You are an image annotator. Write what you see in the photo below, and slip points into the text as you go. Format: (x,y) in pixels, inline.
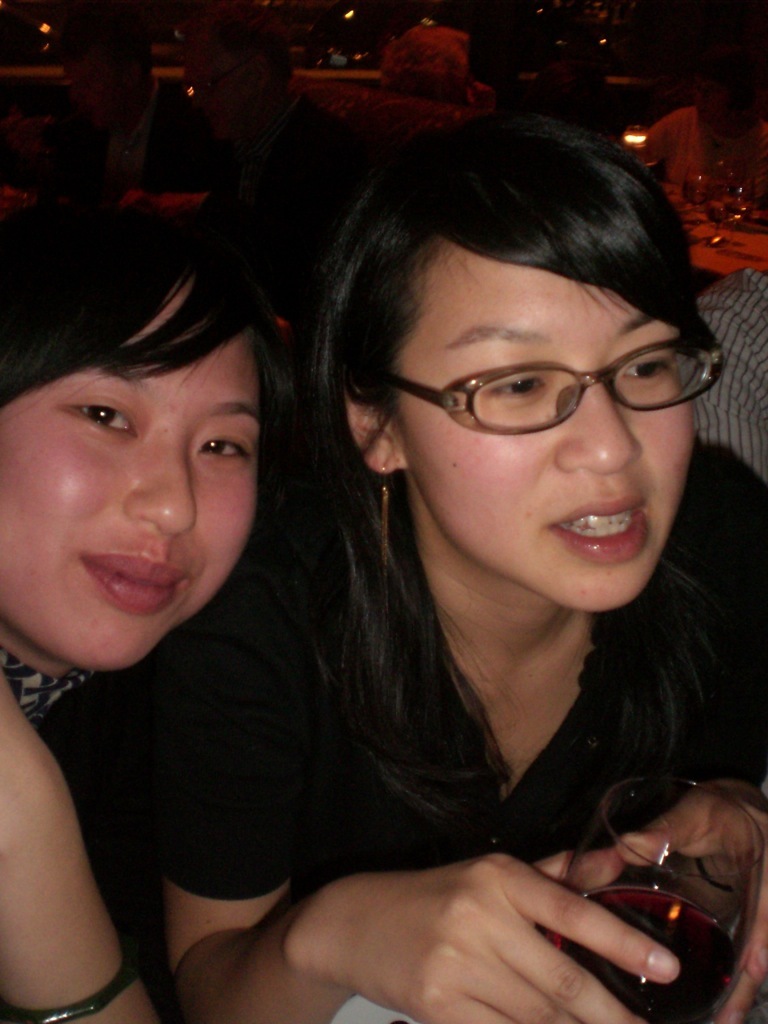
There is a group of people (565,402). She is sitting. She is holding like a wine glass (613,839). Another girl (189,559) is also sitting and smiling. On the background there is a table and persons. She is wearing spectacles (550,413).
